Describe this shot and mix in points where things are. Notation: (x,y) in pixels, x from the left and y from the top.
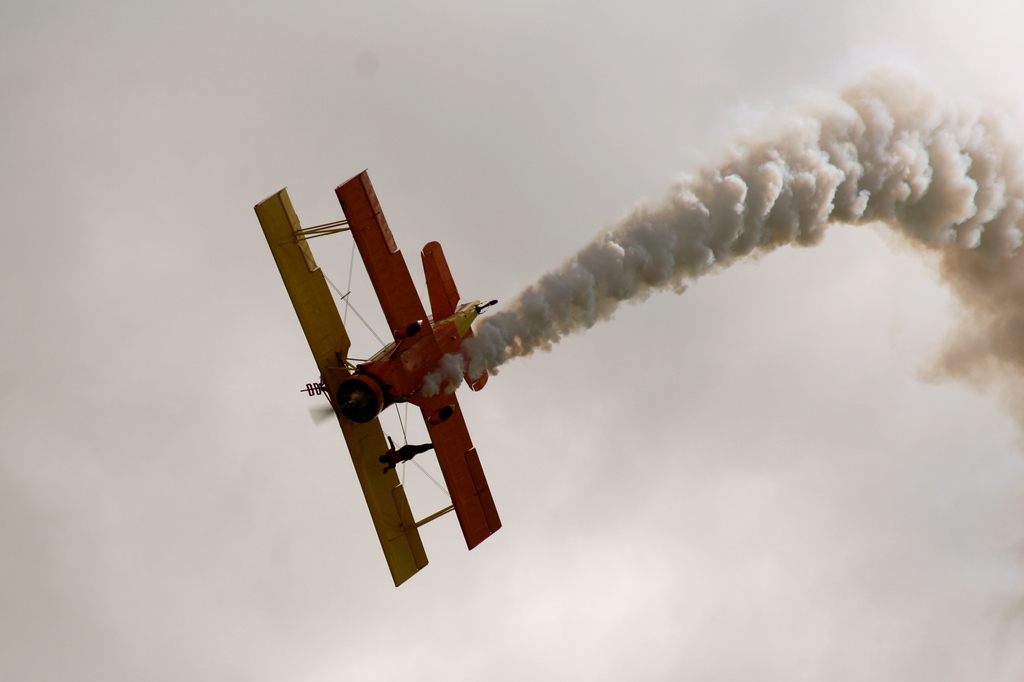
In the center of the image (384,250) there is an aeroplane (371,465) and smoke (707,257). In the background (75,220) there is a sky (84,533).
